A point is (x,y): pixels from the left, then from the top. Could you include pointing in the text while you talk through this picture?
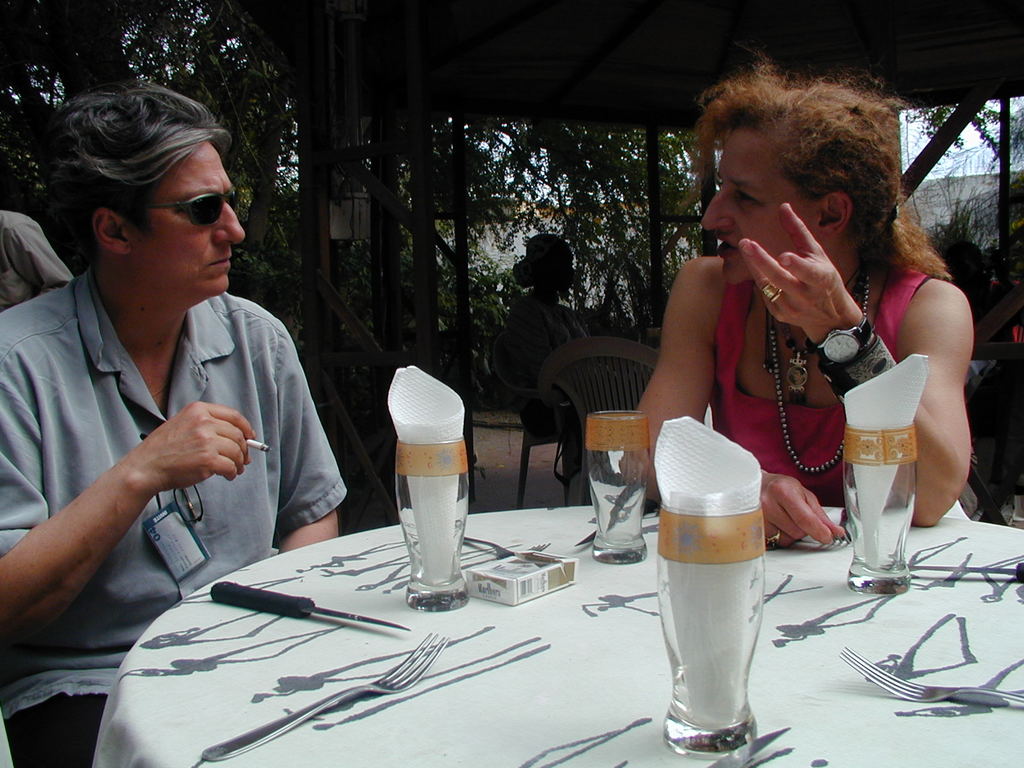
In this image we can see a few people (273,520) sitting on the chairs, among them, one person (297,462) is holding a cigarette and there is a table (504,614), on the table (480,619), we can see some glasses (420,591), tissues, forks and some other objects (535,593), there are some trees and the wall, also we can see the sky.
